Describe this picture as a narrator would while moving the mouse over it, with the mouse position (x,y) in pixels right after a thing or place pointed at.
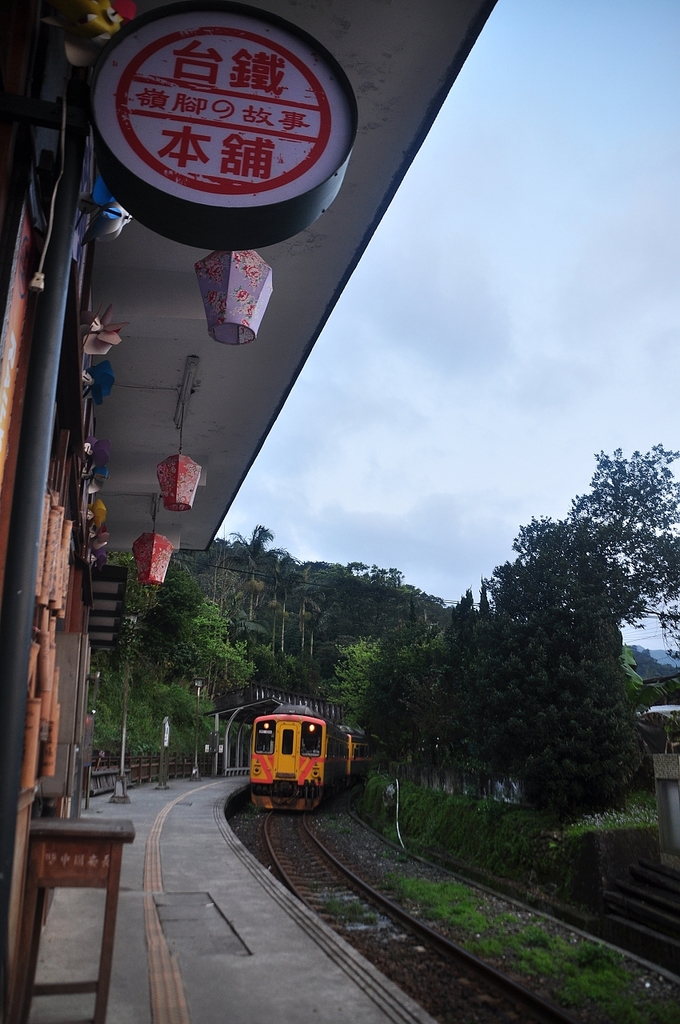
In this image, we can see some show pieces (187,462) are hanging on the roof (168,313). Here there is a sign board (226,176) with pole (45,343). In the middle of the image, we can see a train (325,777) is on the track (382,930). Background (149,671) there are so many trees (344,709), poles (125,749) we can see. At the bottom (250,865), there is a platform (199,926), table (92,820), wall (21,848). Top of the image (462,192), we can see the sky (519,375).
